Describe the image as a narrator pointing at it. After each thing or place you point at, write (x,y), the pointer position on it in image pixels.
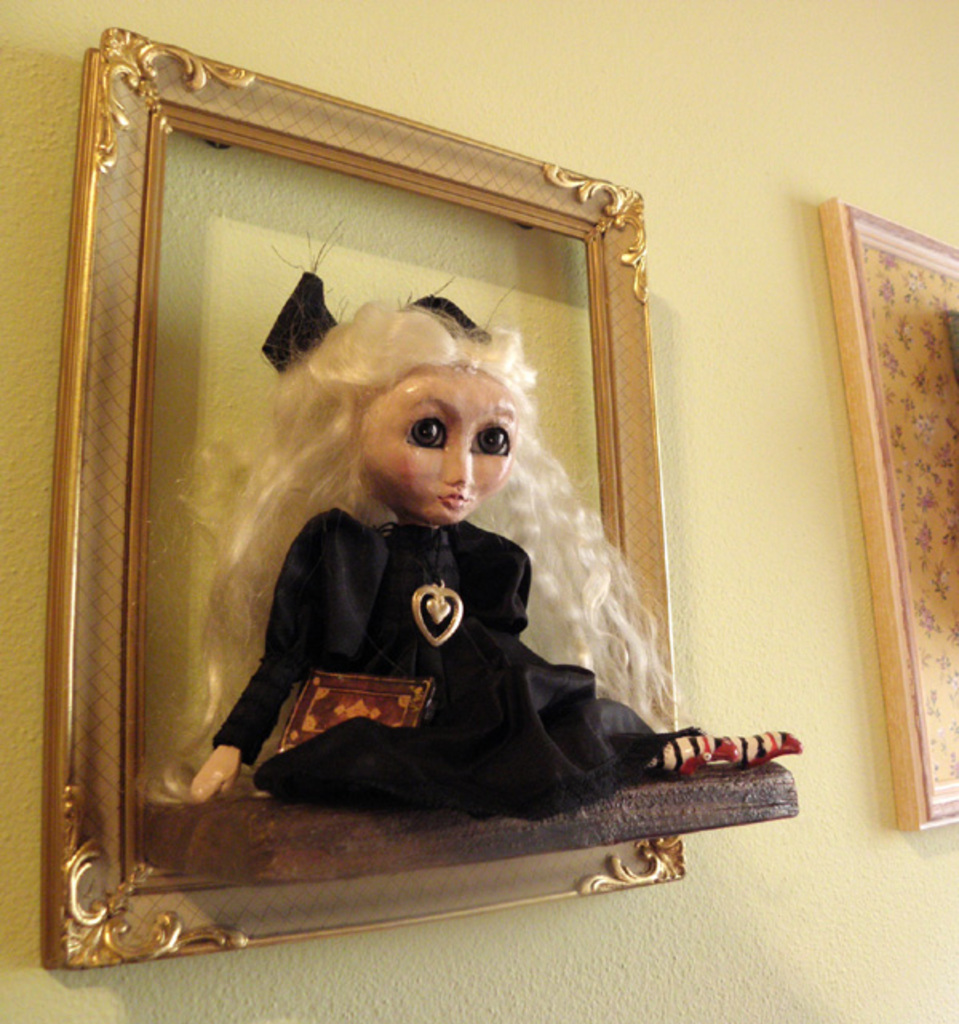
In this image there are frames (909,621) and we can see a decor (427,575) placed on the wall (806,716).
